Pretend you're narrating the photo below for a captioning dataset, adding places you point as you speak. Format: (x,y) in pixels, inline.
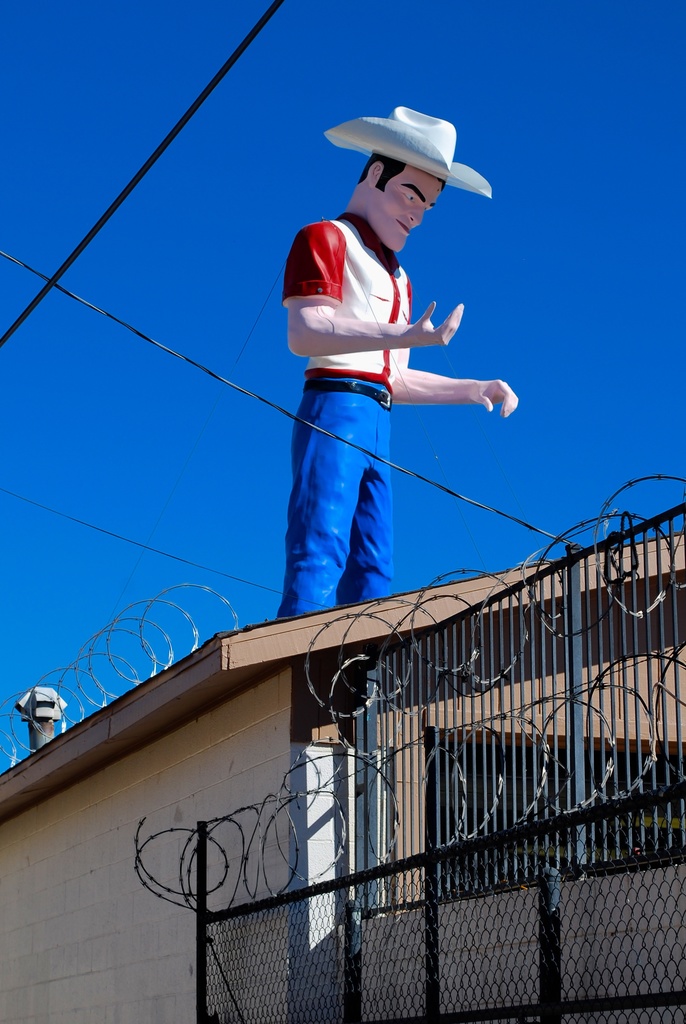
In this picture we can see a toy (333,257) and a wire fence (109,685) on a house (305,755). We can see a gate (428,1020) and some fencing (418,996) on the right side of the image (468,983). Some wires (4,341) are visible on top (266,14). Sky (216,323) is blue in color.
